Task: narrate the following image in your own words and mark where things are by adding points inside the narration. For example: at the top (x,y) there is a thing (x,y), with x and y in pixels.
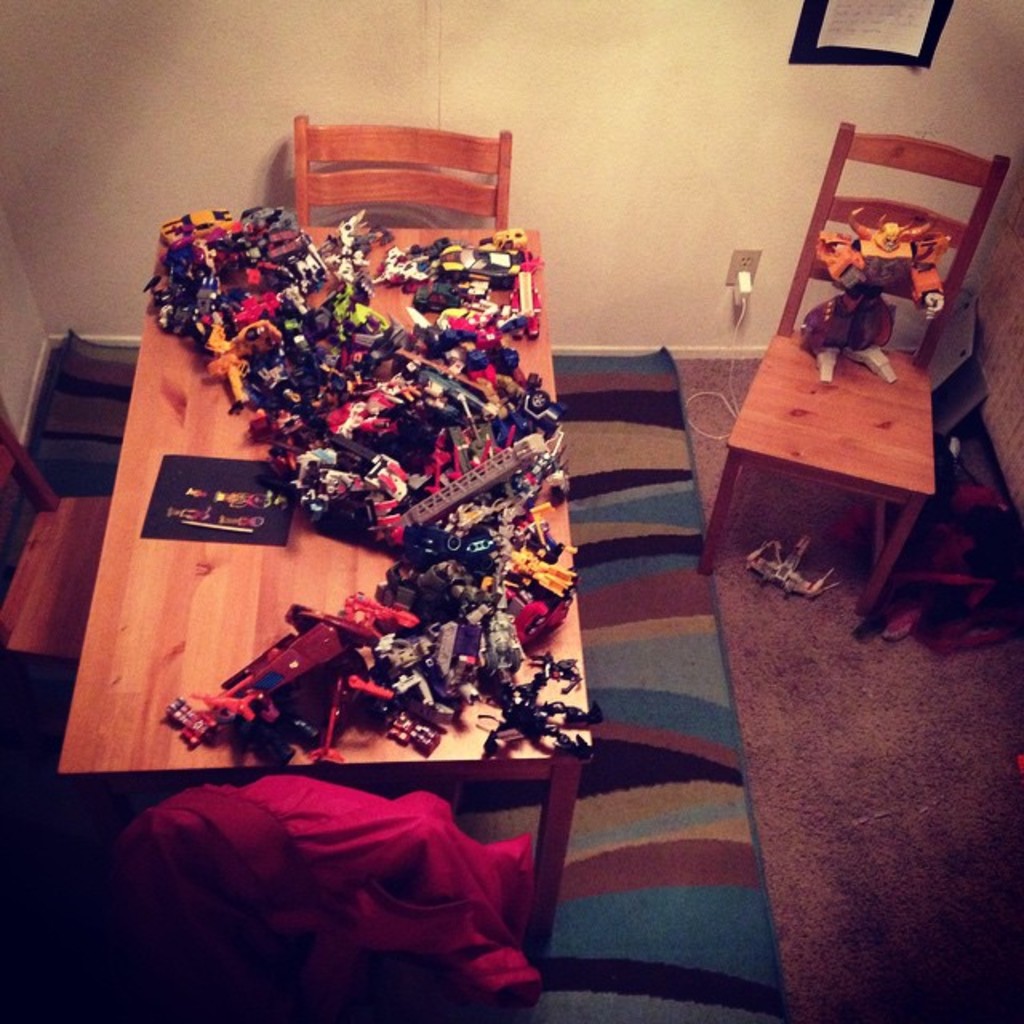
In this image I can see chairs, floor mat (720,822) and a table (285,553) on which objects (379,503) are placed. In the background (700,82) I can see a wall (549,104), socket (737,265) and a poster (925,42). This image is taken may be in a room (285,613).
